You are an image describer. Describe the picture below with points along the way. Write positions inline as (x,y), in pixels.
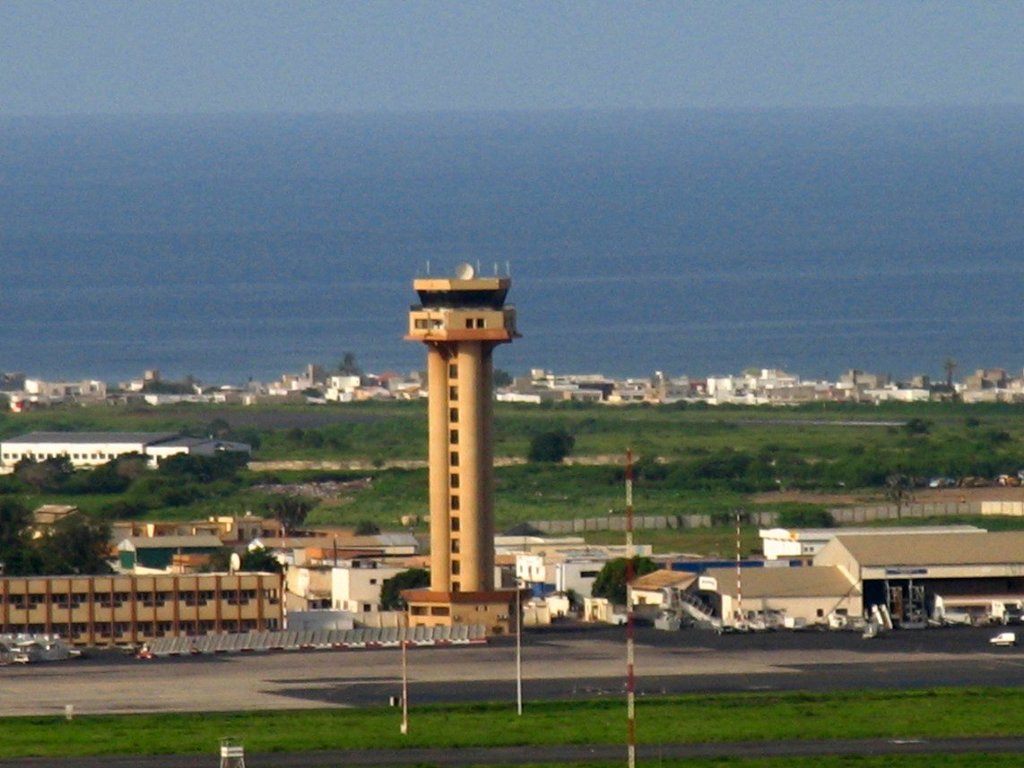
In this image there is grassland (223,735), roads (254,680), buildings (232,606), tower (489,421) and the sea (482,242).
